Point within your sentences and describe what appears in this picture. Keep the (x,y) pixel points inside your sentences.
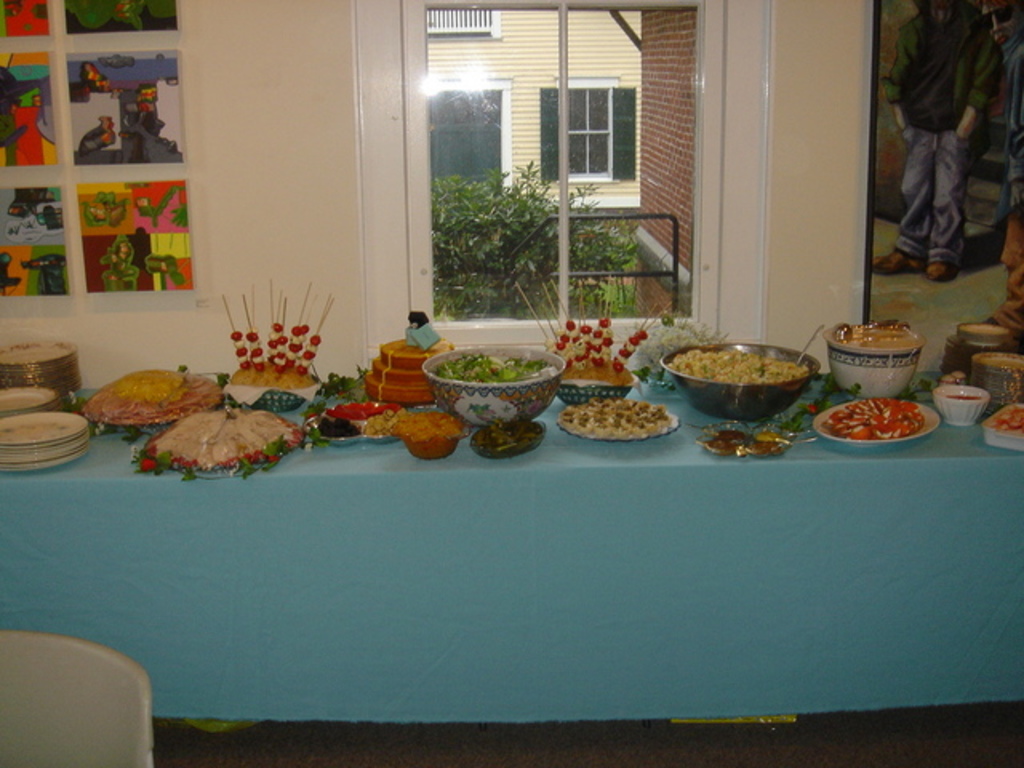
In this image we can see some food items (577,370), cakes (409,399) which are in bowls (568,389), there are some plates (52,453) on the blue color surface (367,452) and in the background of the image (645,170) there is a window (494,181) through which we can see some plants (480,181) and house (522,105), there are some paintings (176,125) attached to the wall (179,175).
